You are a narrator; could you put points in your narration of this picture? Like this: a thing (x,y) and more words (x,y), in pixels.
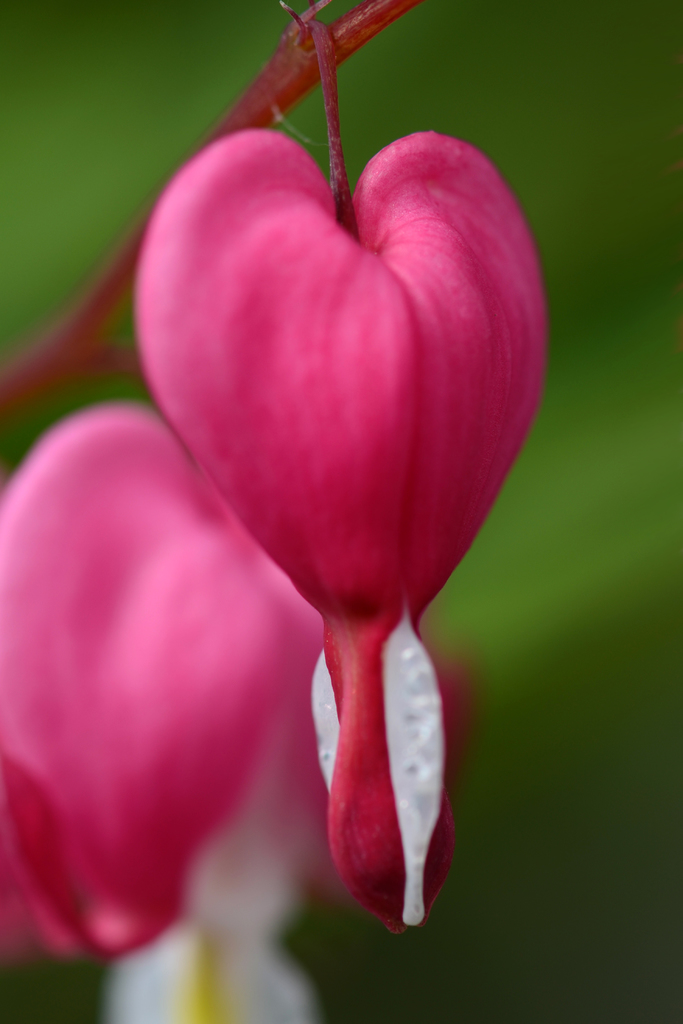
In this picture we can see few flowers (297,466).
